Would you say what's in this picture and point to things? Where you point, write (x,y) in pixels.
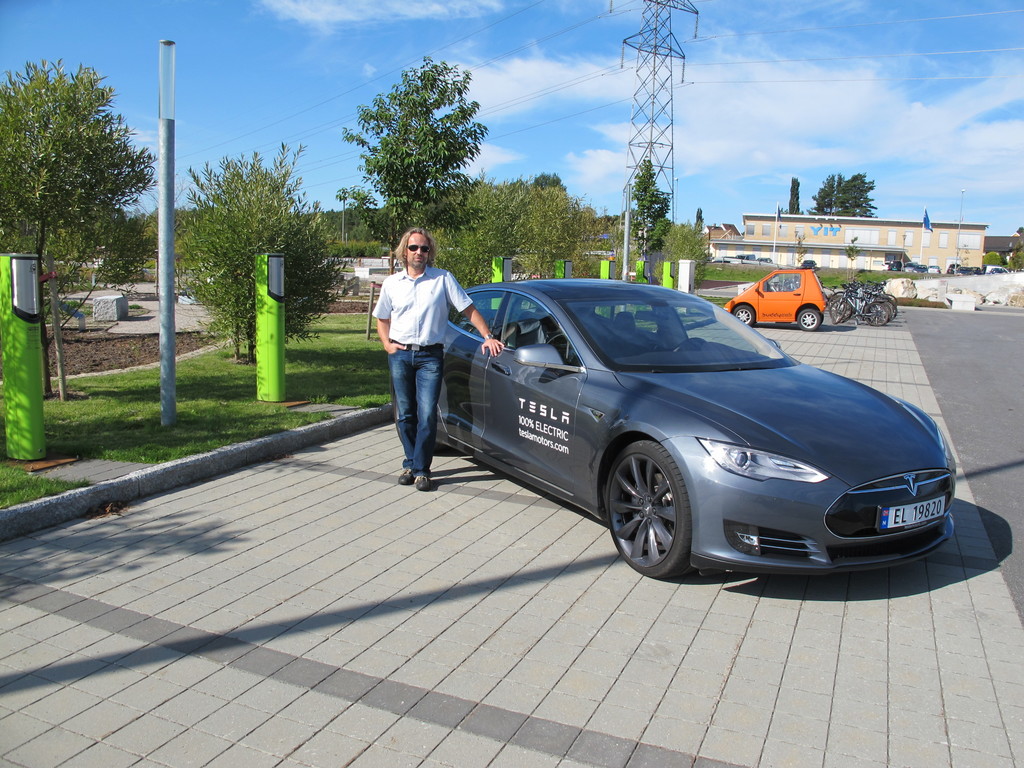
This is the man (422,394) standing near the car (438,408). He wore a shirt (423,330), trouser (427,416), shoes (429,481) and goggles (408,246). These are the bicycles (857,307) and a mini car (823,291), which are parked. I can see the trees (256,202). This looks like a pole (174,335). I think this is the transmission tower (660,125) with the wires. These are the clouds (582,76) in the sky (918,124). This looks like a building (863,252). I can see a flag (923,210) hanging to a pole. I think these are the vehicles (958,269), which are parked. These are the objects (23,362), which are green in color.
